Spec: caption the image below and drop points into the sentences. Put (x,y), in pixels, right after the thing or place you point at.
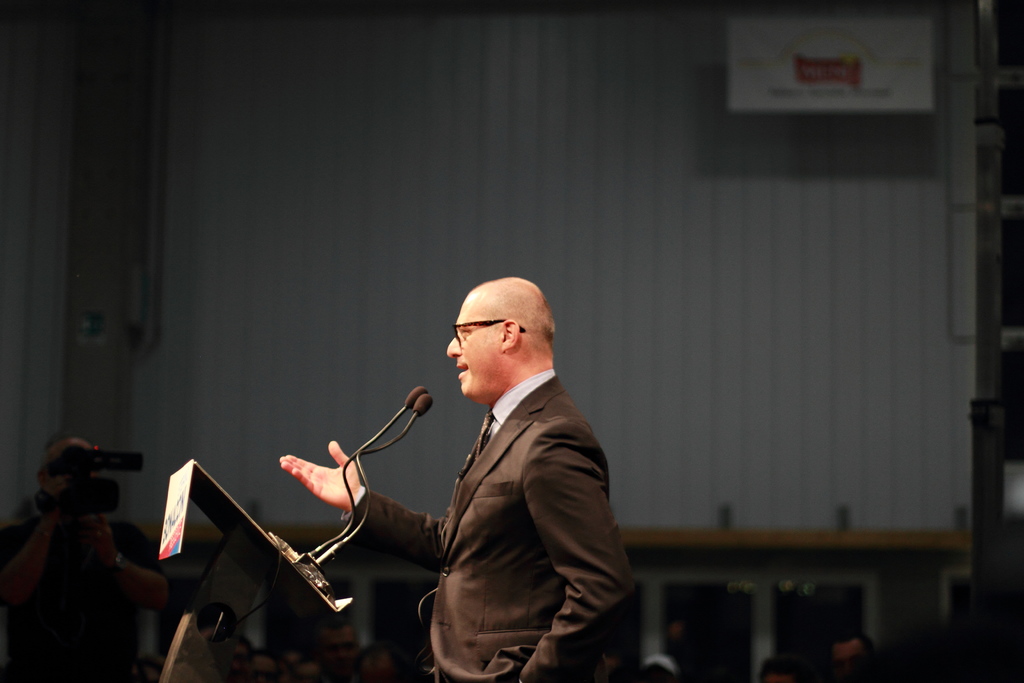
In this image I can see a man (543,397) is standing and I can see he is wearing formal dress (562,456) and a specs (496,323). In the front of him I can see a podium (320,566) and on it I can see two mics (400,413). In the background (654,678) I can see few more people (943,642) and on the left side (58,665) I can see one person (33,678) is holding a camera (97,458). On the top right side of this image (909,48) I can see a white color board (813,48) and on it I can see something is written.
